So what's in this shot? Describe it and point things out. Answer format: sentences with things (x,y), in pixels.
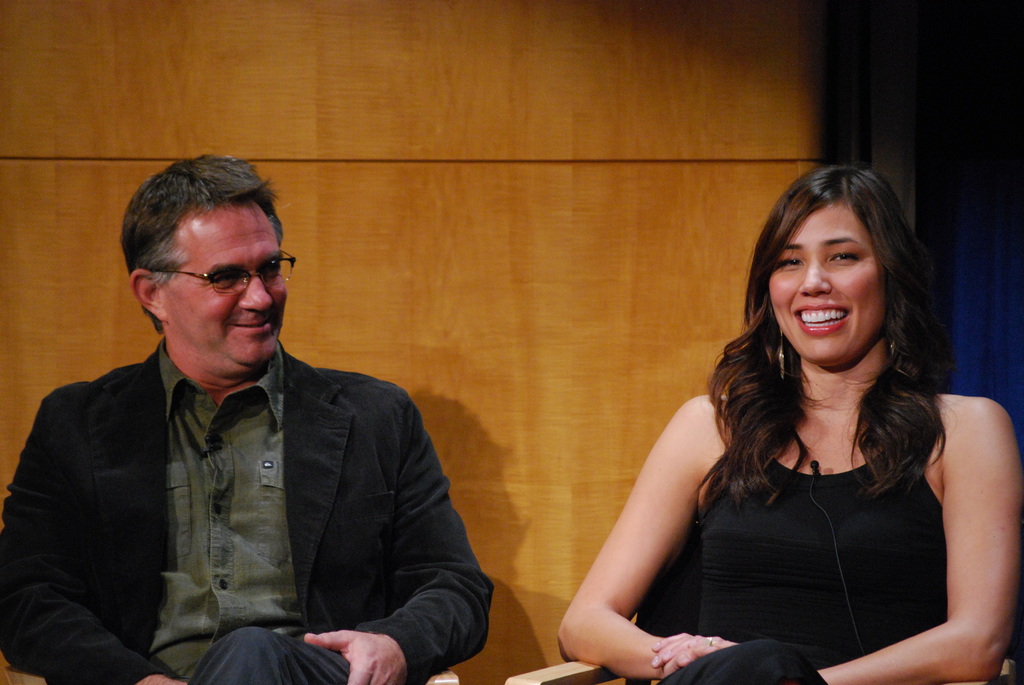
In this image I can see two people (332,508) sitting and wearing the black and green color. I can see one person (191,317) with the specs (227,282). In the back (479,118) I can see the brown color wall (484,264).
